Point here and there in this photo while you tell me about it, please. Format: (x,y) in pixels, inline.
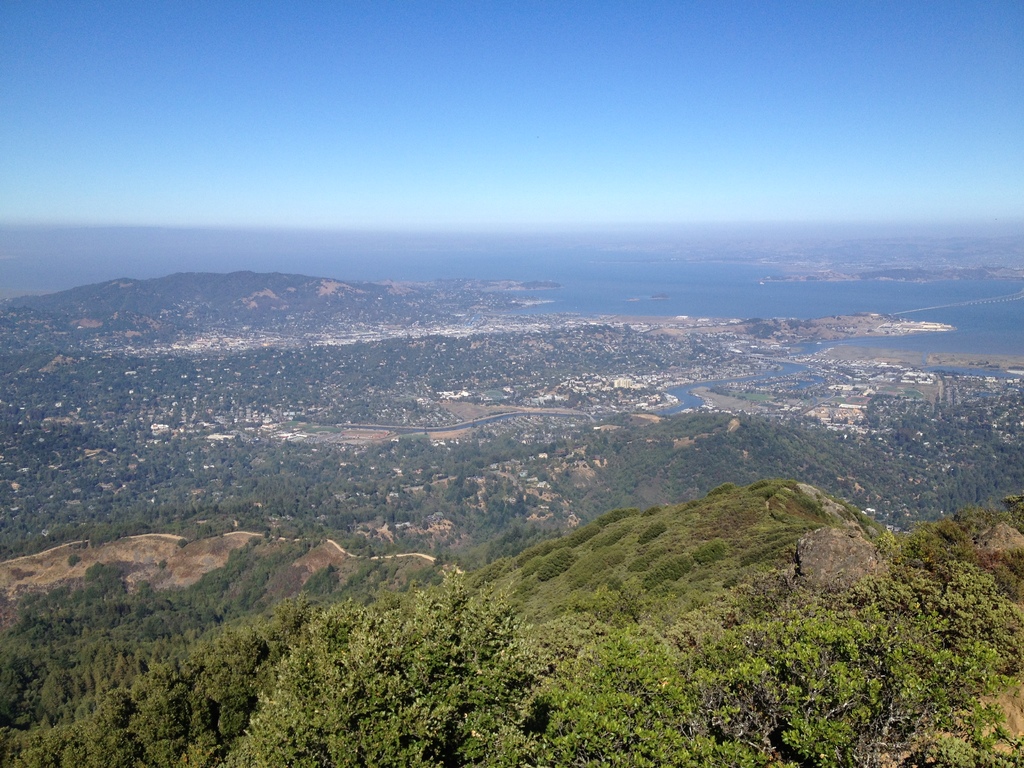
In the image there are many hills (681,423) in the front (366,636) covered with plants (601,600) and trees (400,485) all over it and in the back (617,268) its a ocean (814,288).
